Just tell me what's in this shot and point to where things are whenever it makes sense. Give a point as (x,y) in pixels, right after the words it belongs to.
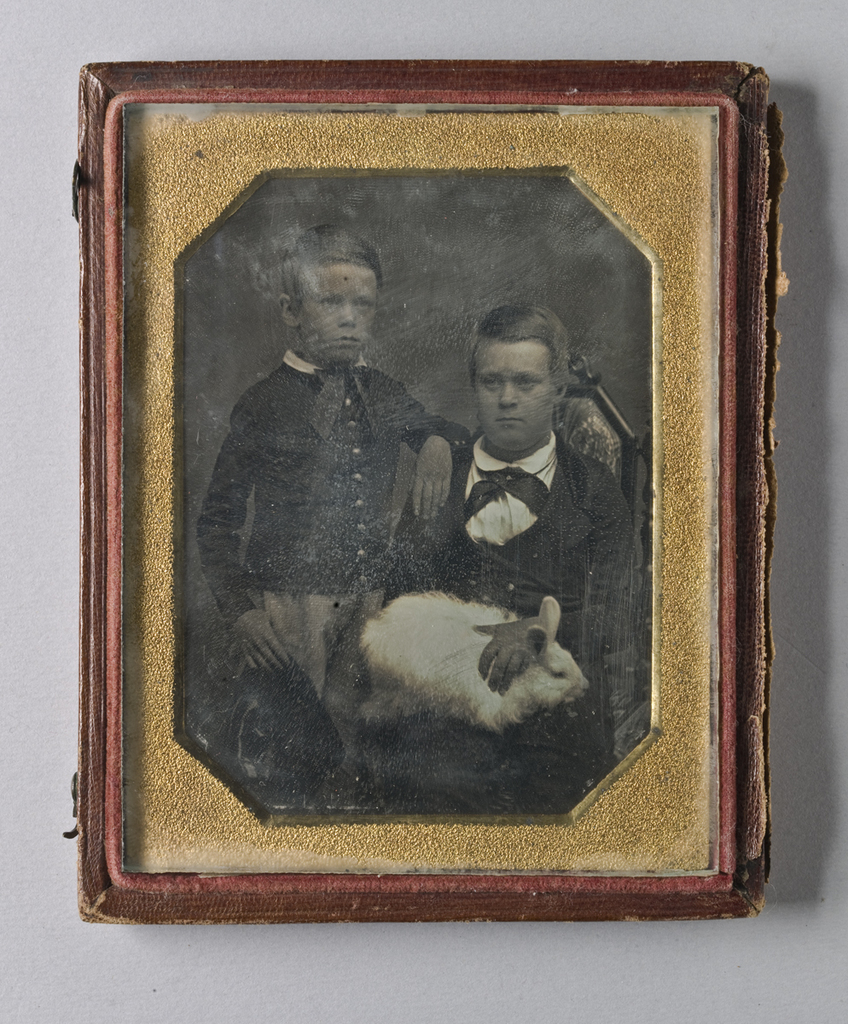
In the picture we can see a wall (628,973) with a photo frame (188,905) in it, we can see an image of two boys (372,597), one boy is sitting and holding something in his hand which is white in color and one boy (362,603) is standing beside him.
